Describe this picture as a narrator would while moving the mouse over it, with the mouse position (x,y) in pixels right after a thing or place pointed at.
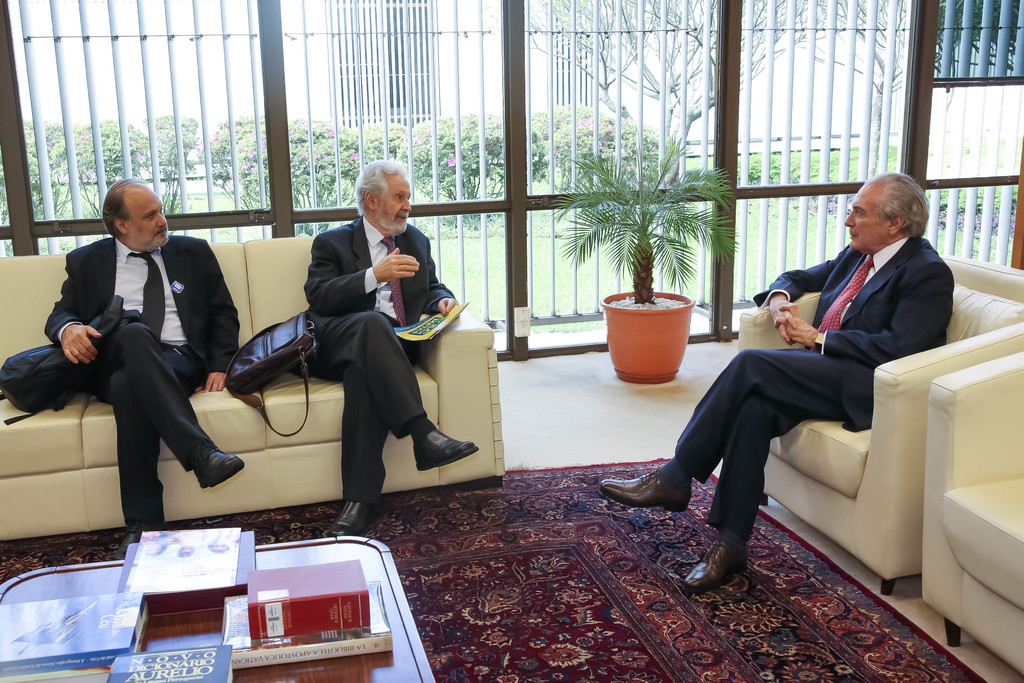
In this image, in the left side (69,590) there is a brown color table (415,662), on that table (378,553) there are some books (104,624) and there is a red color object (285,613) kept on the table (292,679), there are sofas (925,580) which are in white color and there are some people (157,222) sitting on the sofas (983,321), in the background (643,260) there is a green color plant (643,291) and there is a white color fence (437,103).
